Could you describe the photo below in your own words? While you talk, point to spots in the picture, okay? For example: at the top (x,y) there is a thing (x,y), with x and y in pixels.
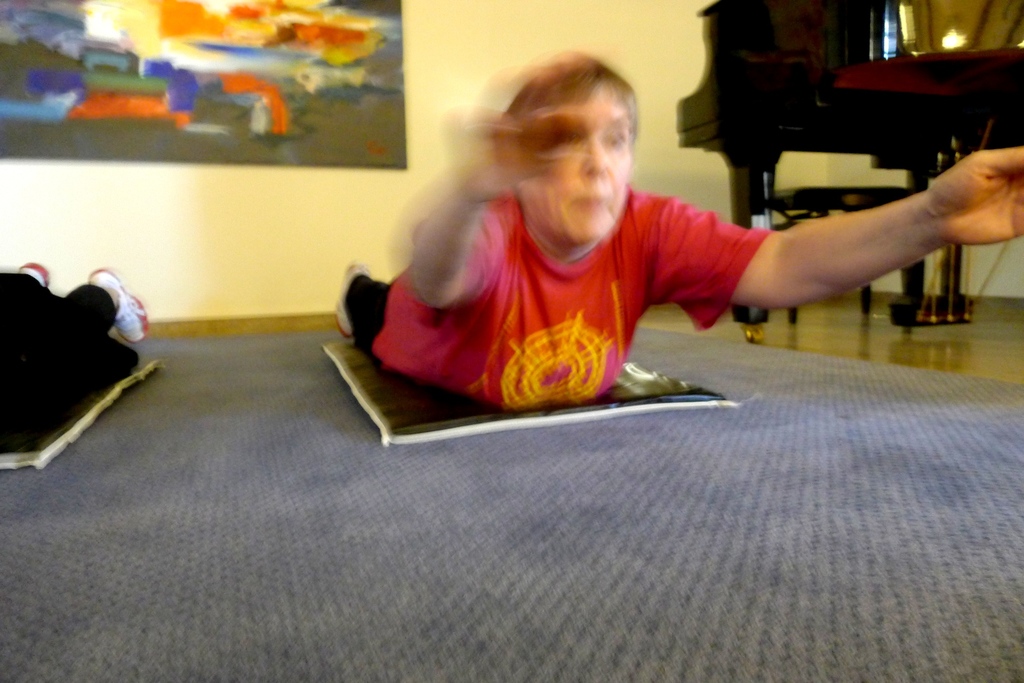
In this picture there is a person (539,330) laying on the floor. On the left side (59,324) there is a person (60,325) laying on the floor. In the background (343,154) there is a frame (271,122) on the wall (449,150). On the right side (879,94) there is an black colour object (835,99).
